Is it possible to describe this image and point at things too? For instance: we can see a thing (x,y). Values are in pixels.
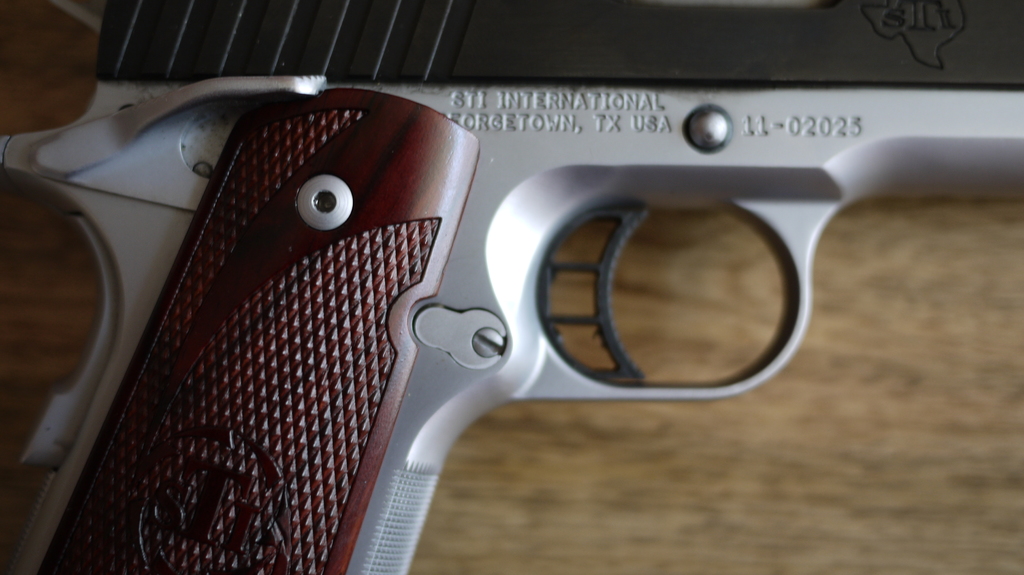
In the picture we can see a wooden plank (810,449) on it, we can see a part of gun (638,184) with handle (261,305) and trigger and on it is written as STI international Georgetown, TX, USA.
